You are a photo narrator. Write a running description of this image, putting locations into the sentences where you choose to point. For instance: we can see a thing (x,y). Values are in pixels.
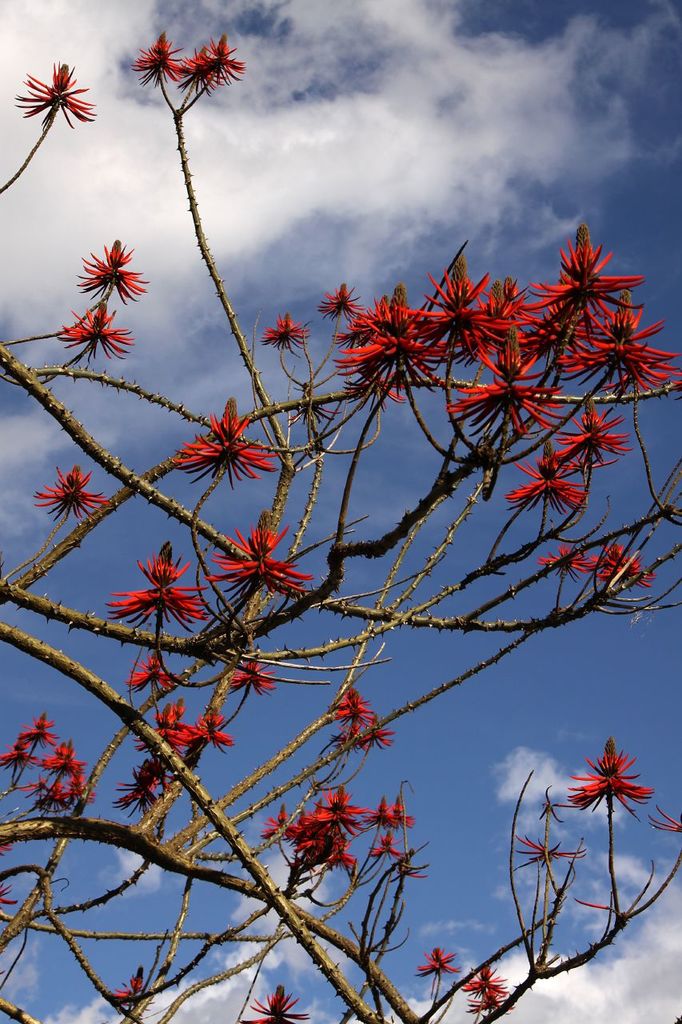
In the foreground of the picture (325,390) there are flowers (342,287) and stems (199,527). Sky (419,288) is sunny.
